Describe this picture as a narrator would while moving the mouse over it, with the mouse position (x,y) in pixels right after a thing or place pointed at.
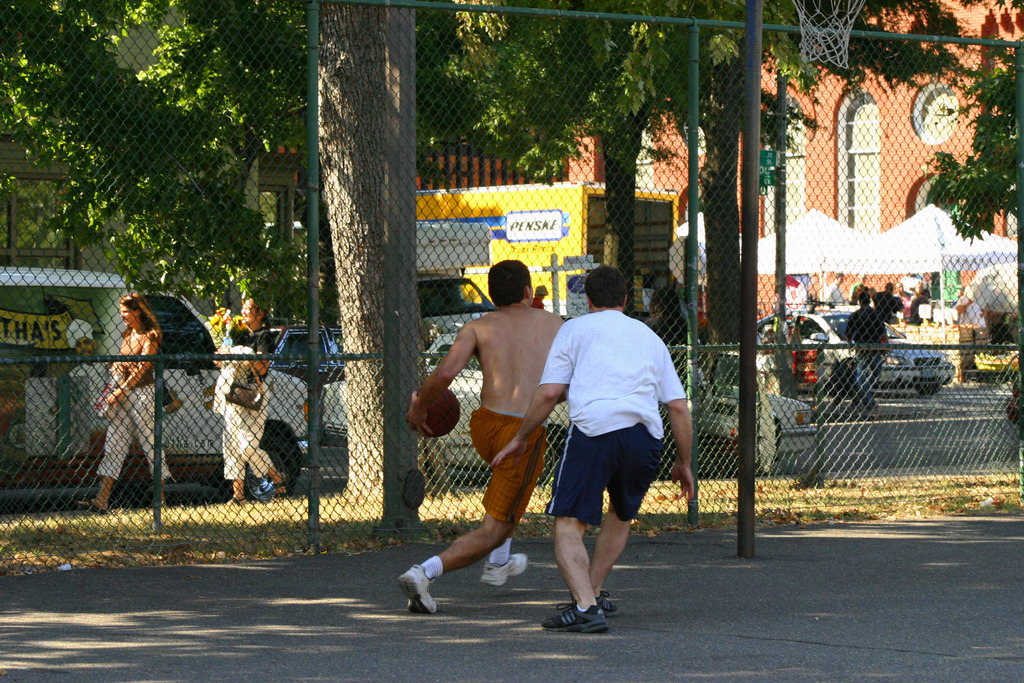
In the image we can see two people (534,379) wearing shorts (590,452) and shoes (582,620). This person (574,542) is wearing T-shirt (606,392), they are playing. This is a ball (443,403), grass (221,535), fence (729,298), basketball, pole (749,142), tree (639,140), building (817,134), vehicles (835,317), pole tent (790,264) and we can see there are many people (260,336) wearing clothes (243,431).
